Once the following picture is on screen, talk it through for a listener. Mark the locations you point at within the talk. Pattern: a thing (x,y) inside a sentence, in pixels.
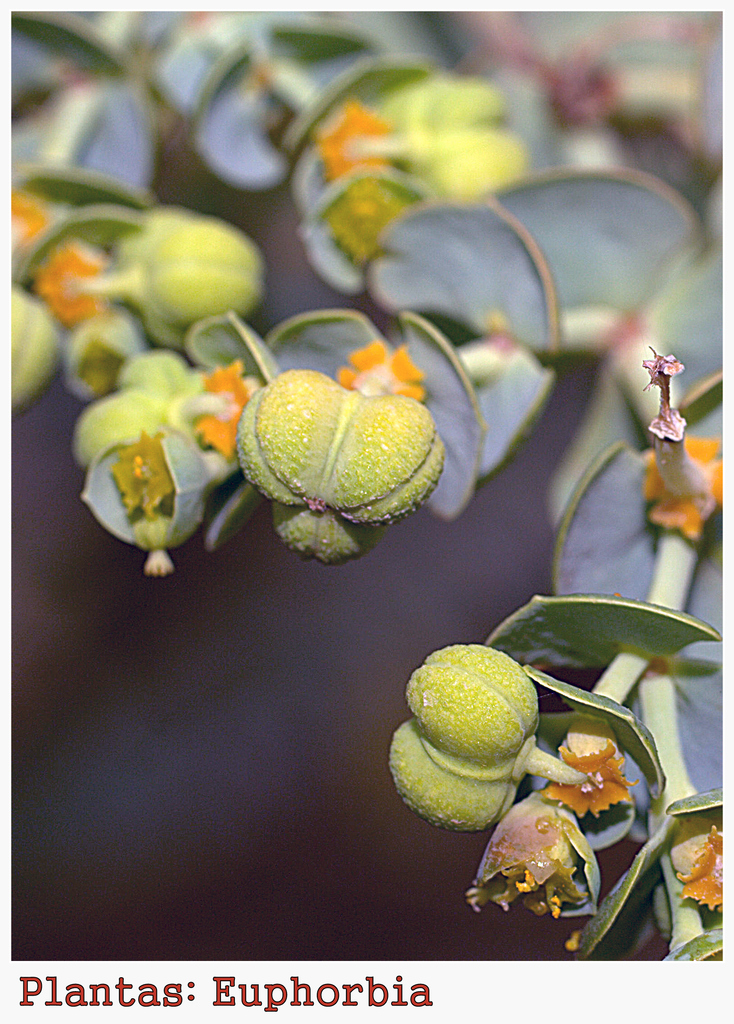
In this image there are flowers (242,399) on the stem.
